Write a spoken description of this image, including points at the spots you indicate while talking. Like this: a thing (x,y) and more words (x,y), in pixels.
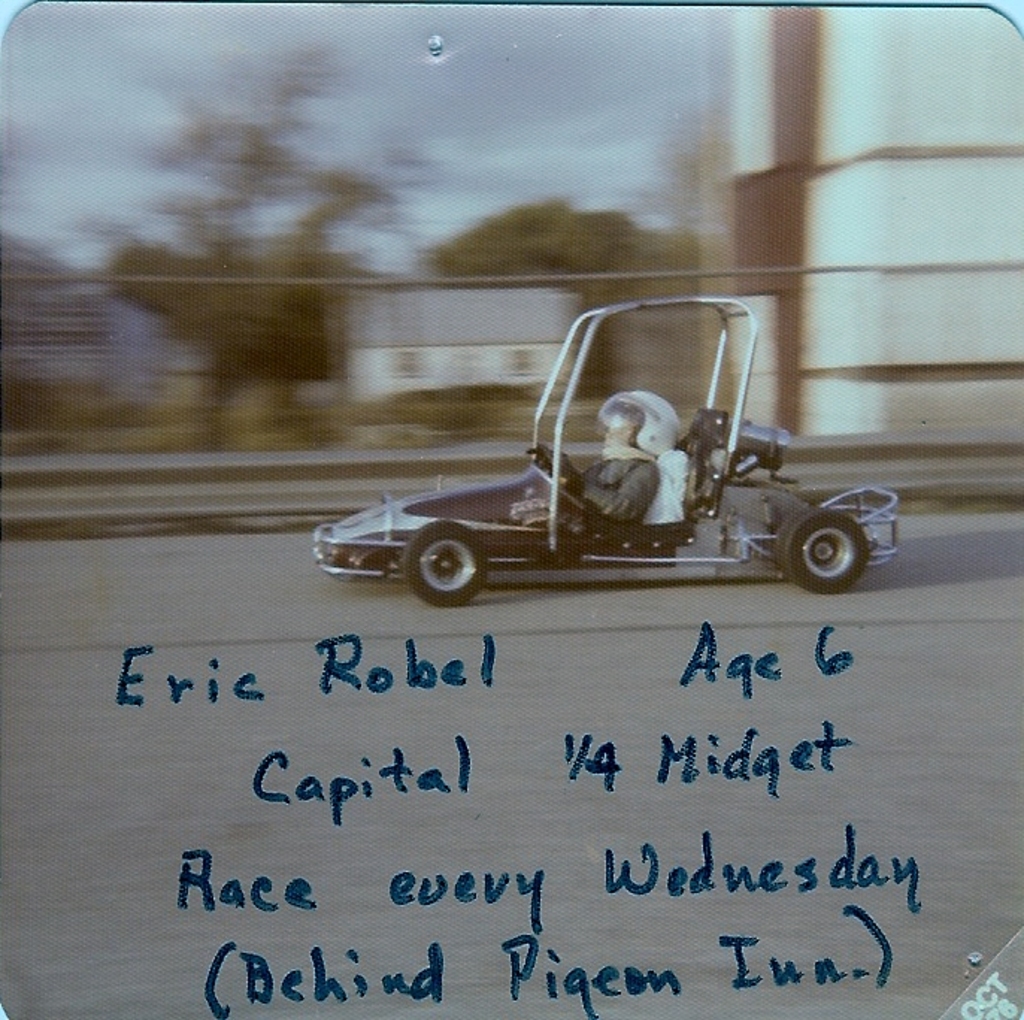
In this picture there is a child (626,418) who is riding the car (856,490) in the image and there are trees (496,273) and buildings (572,305) in the background area of the image (560,257).
